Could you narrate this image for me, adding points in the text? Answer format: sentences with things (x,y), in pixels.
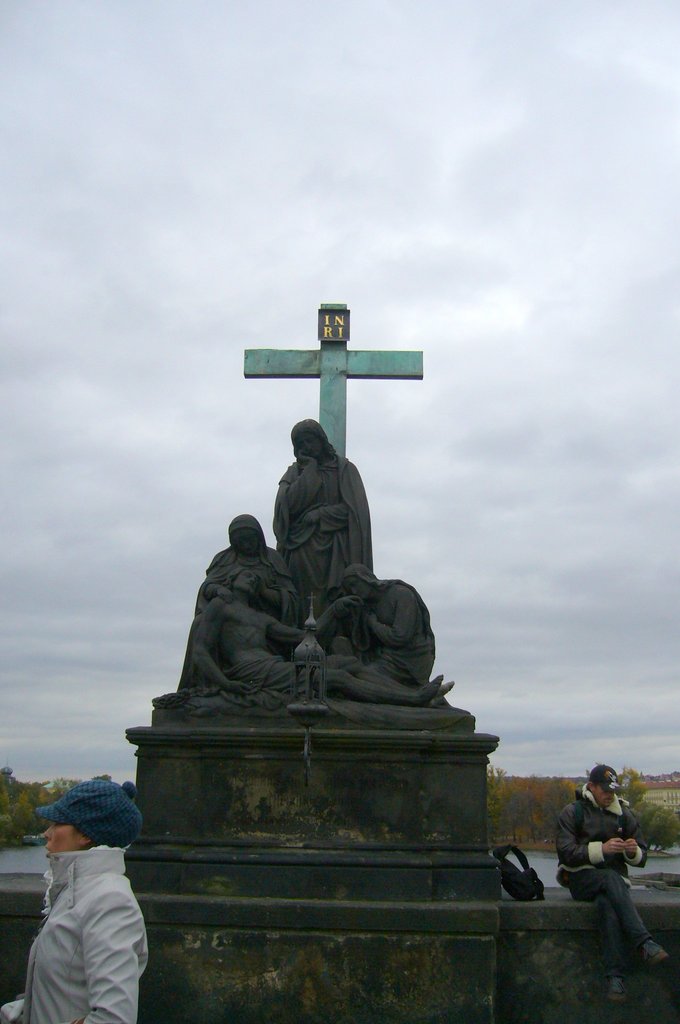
In this image there is the sky (182,264) towards the top of the image (309,111), there is a sculpture (302,508), there is a cross symbol (340,422), there is text (337,320) on the cross symbol (373,354), there is a man (629,858) sitting on the wall (590,908), he is holding an object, there is a bag (522,865) on the wall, there are trees (21,791) towards the left of the image (23,801), there is a woman (77,814) towards the bottom of the image (105,895), she is wearing a cap (78,802), there is a wall (360,970) towards the bottom of the image (413,971).
